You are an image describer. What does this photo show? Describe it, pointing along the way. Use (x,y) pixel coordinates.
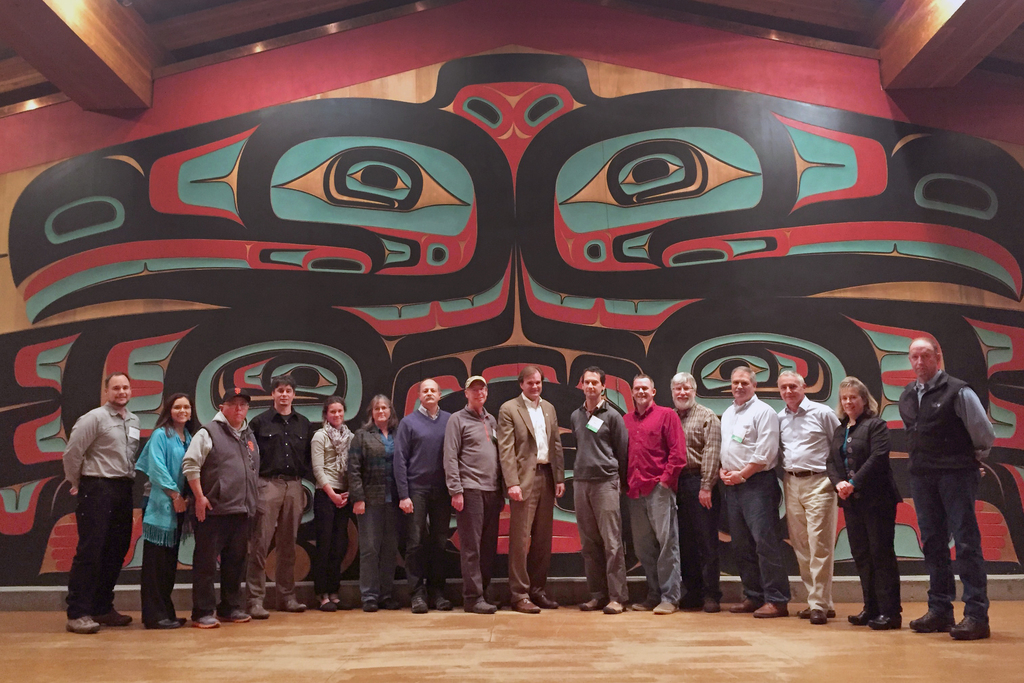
This picture might be taken inside the room (248,520). In this image, there are group of people (439,560) standing on the floor (741,648). In the background (253,267), we can see a wall (253,230). On top (221,36) there is a roof (213,21).
